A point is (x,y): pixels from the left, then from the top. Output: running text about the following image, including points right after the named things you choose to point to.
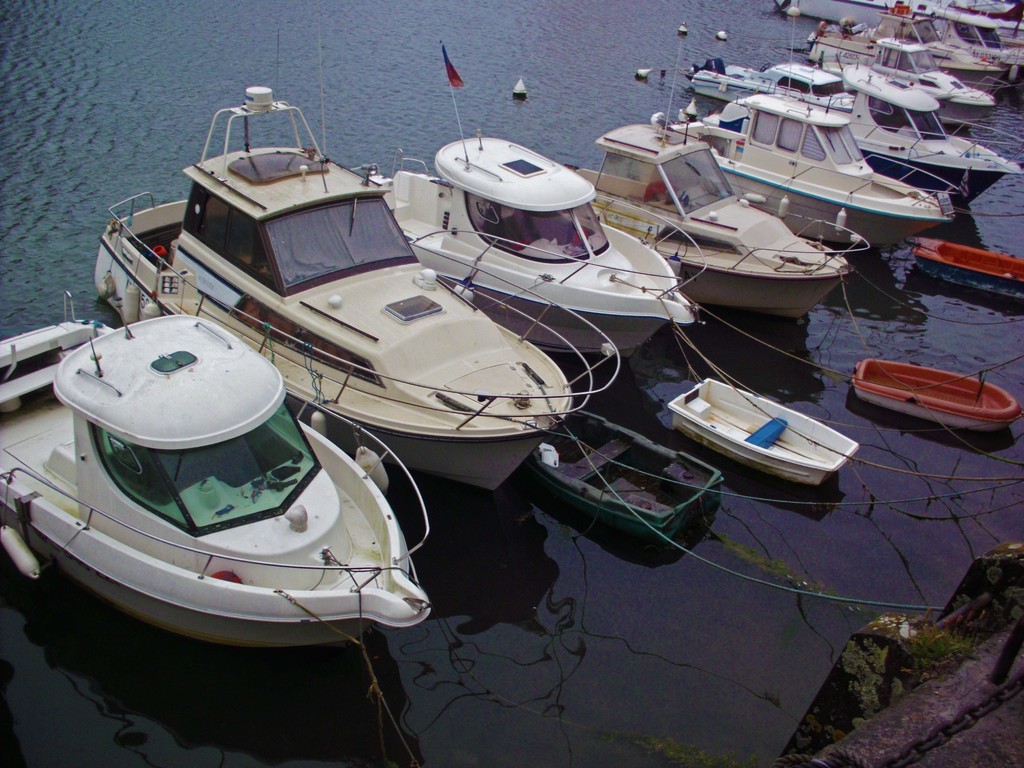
In this image we can see boats (703,500) on the water (658,602).
